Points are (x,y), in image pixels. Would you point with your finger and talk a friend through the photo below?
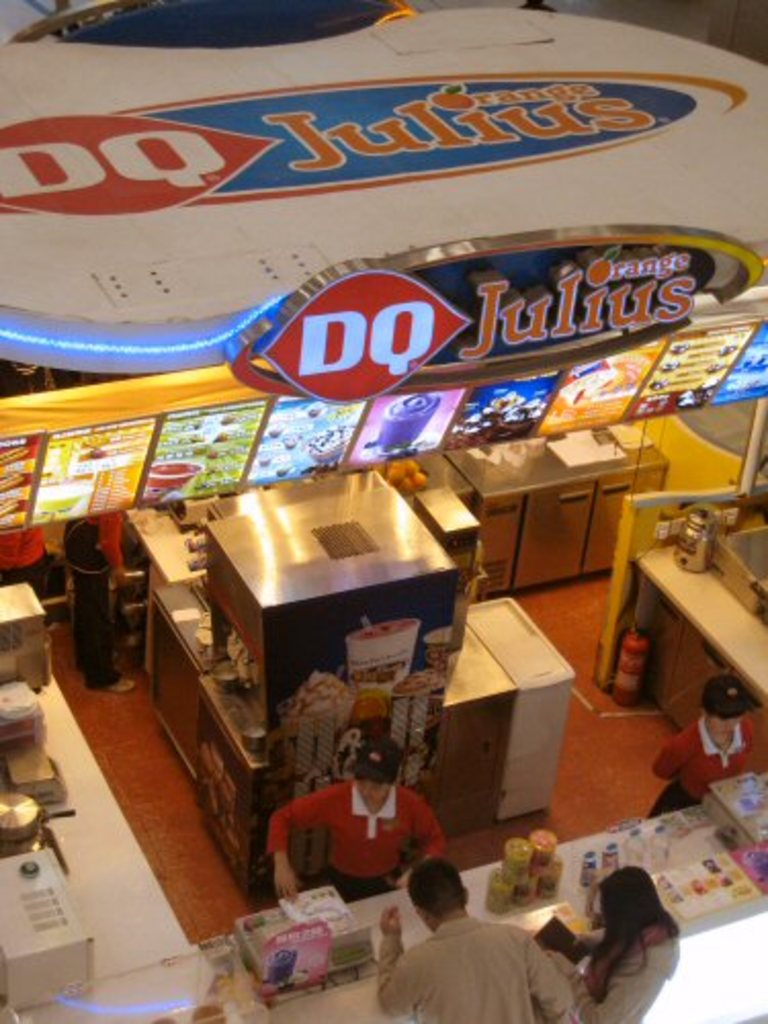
In this image we can see the people (355,813) standing on the floor (586,775) and it looks like a store (411,615). And we can see a board (398,426) with text (311,319), images (651,348) and logo (336,322). There are tables (72,871), on the table (85,912), we can see there are boxes (50,756), papers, bottles (635,851), machine (449,514) and few objects (47,774).
